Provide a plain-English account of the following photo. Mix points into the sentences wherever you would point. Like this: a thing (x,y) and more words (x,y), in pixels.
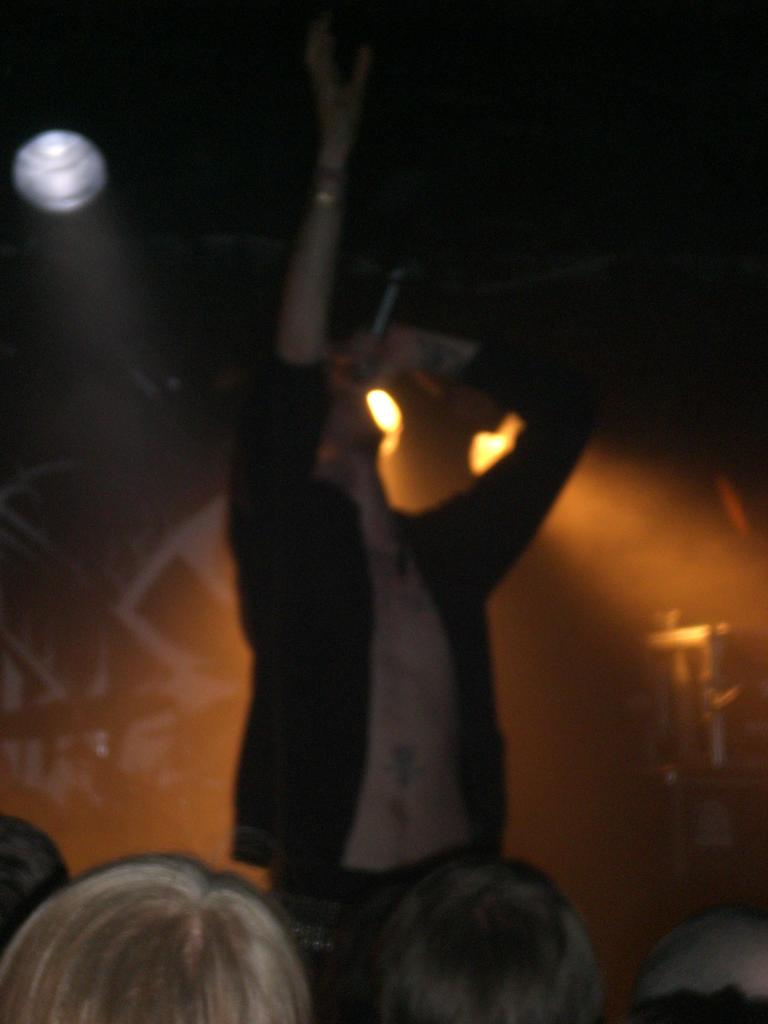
In this image I can see the person (249,711) with the dress (274,708). In-front of the person (294,912) I can see the group of people (245,957). In the background (176,684) I can see the lights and there is a black background (40,52).
